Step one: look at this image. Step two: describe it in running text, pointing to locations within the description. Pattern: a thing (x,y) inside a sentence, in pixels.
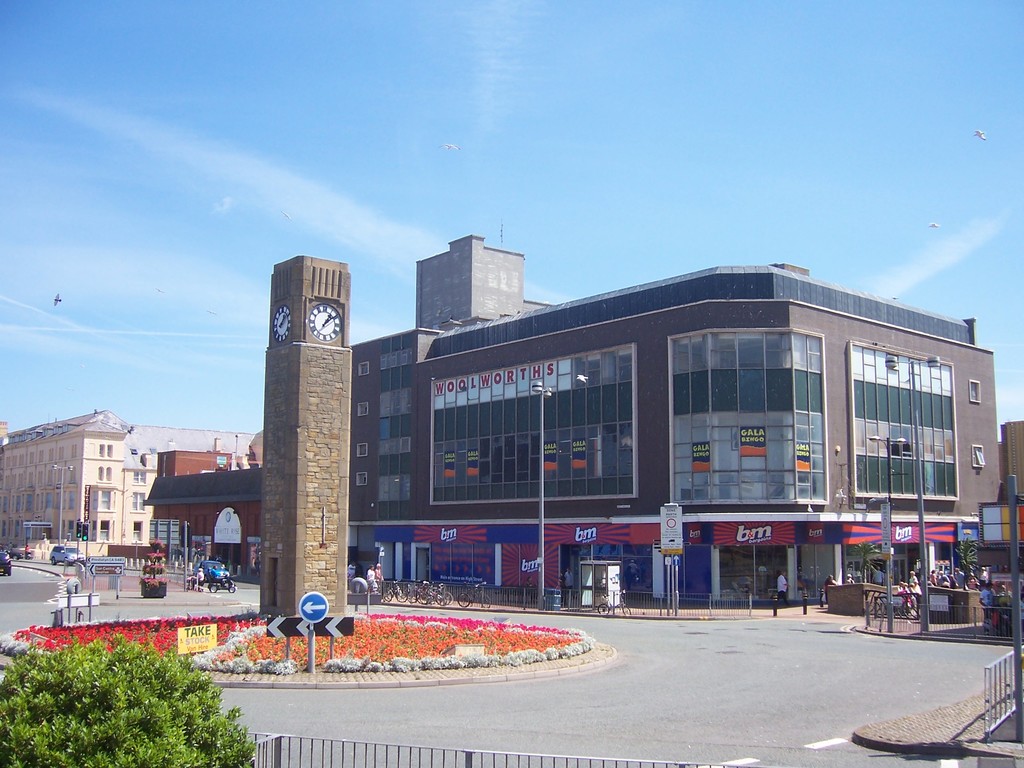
This image is taken outdoors. At the top of the image (106,248) there is the sky (168,223) with clouds (966,247). In the middle of the image (380,487) there are a few buildings (535,471) with walls (646,447), windows (480,488), doors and roofs (72,430). There are many boards (680,523) with text (673,522) on them. There are a few poles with street lights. There is a tower (310,450) with two clocks (313,318). There are a few sign boards (297,628). There are a few flowers (298,641). A few vehicles (70,554) are moving on the road (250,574) and a few bicycles (439,595) are parked on the sidewalk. On the right side of the image (988,684) there is a railing (1000,708). At the bottom of the image (367,755) there is a railing (267,743) and there is a plant (99,703).
